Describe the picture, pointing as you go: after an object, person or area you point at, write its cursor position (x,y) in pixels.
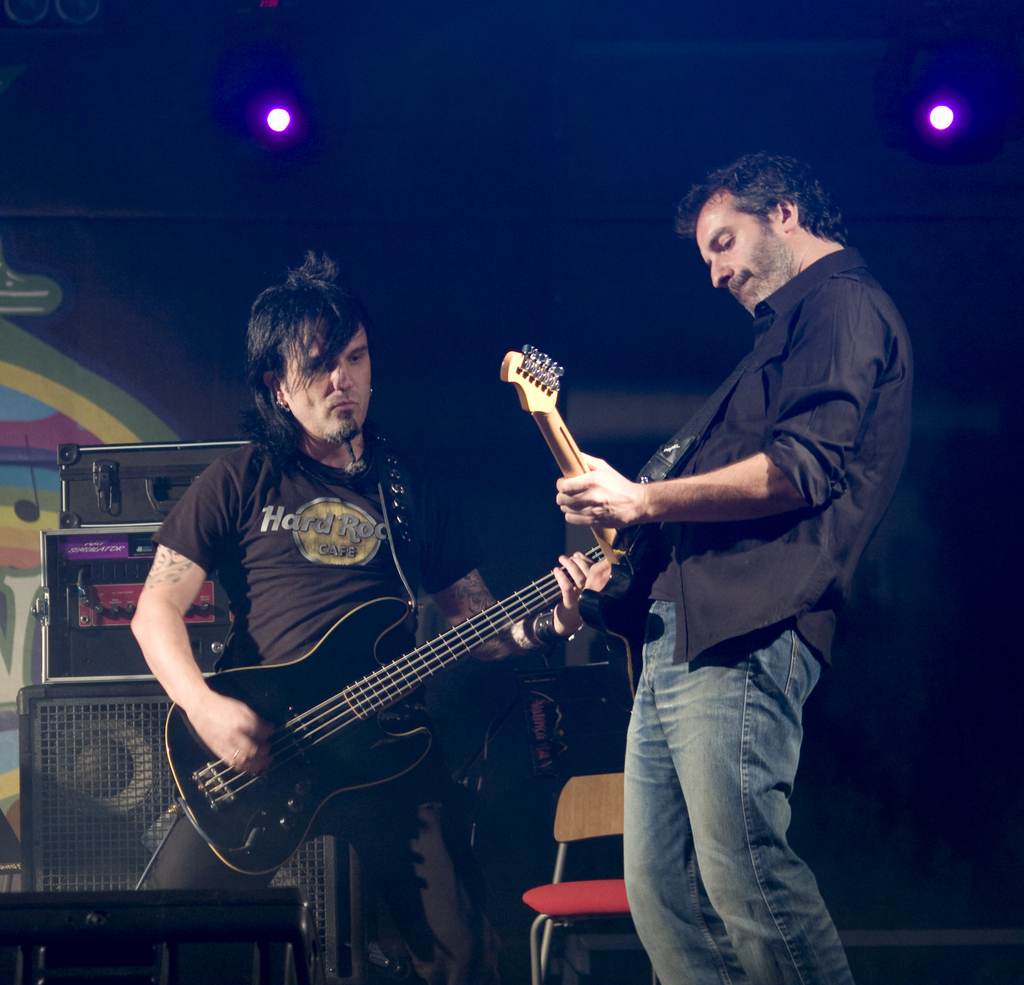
In this image there are two men (454,538) they both are playing guitars (384,685). On the right (757,534) there is a man (762,415) he wear black shirt (792,413) and trouser (735,718) he is playing guitar (604,547). In the background (54,737) there are speakers (109,722), chair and light (269,124).
